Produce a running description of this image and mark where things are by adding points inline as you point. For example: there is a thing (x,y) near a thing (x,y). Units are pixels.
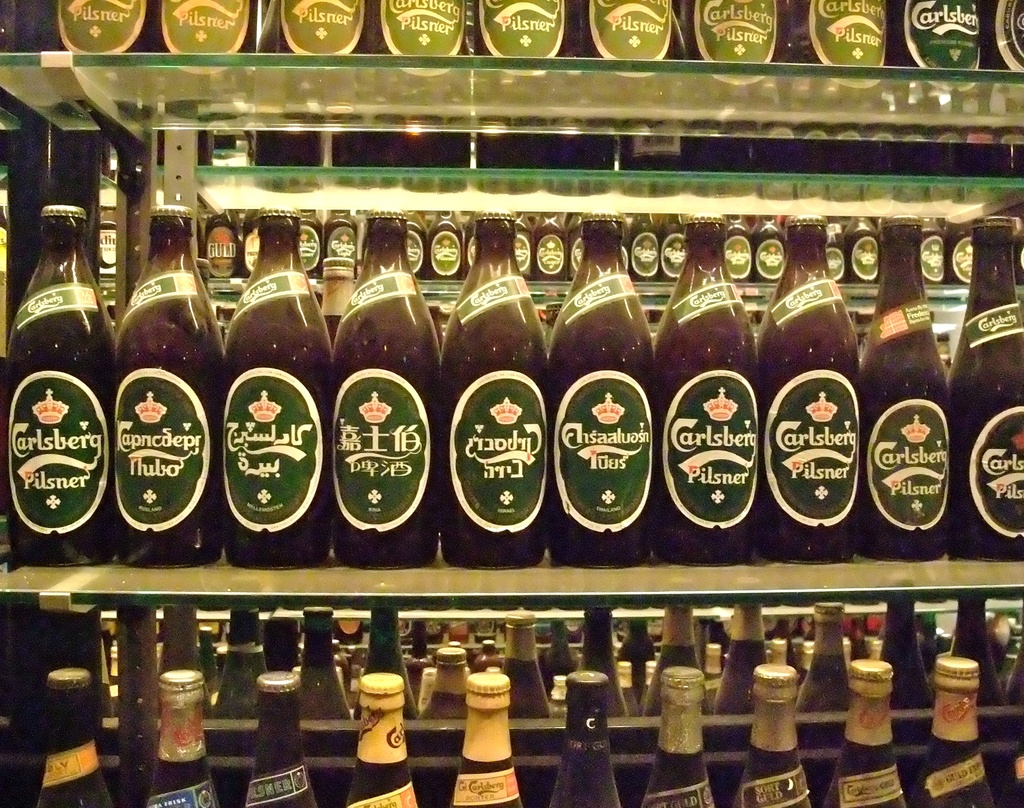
In this image i can see a number of bottles (617,444).
